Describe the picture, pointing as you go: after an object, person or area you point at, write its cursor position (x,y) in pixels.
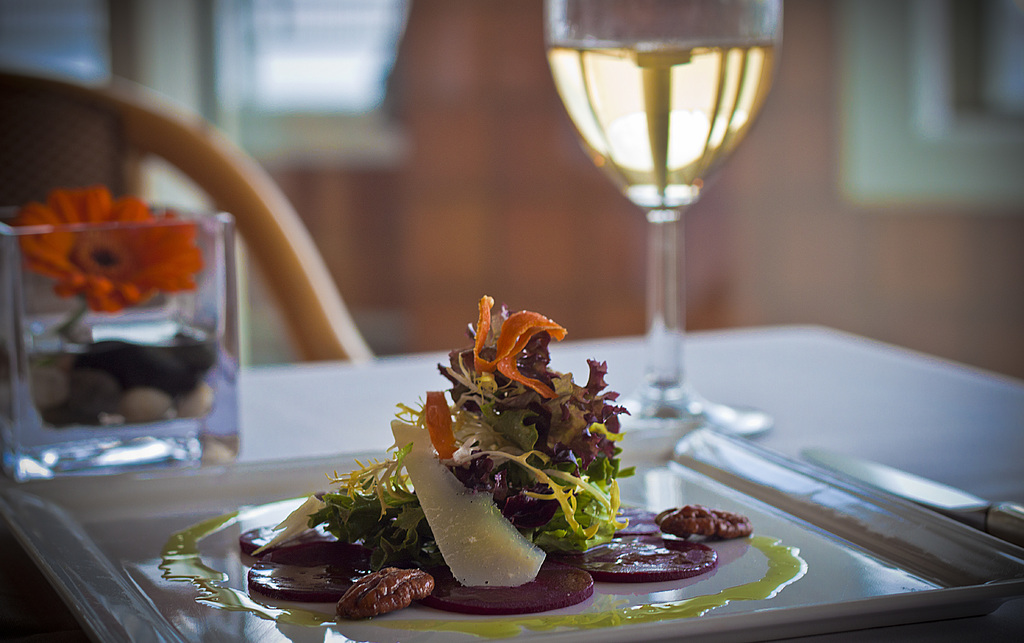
In the bottom of the image (143,556), there is a table (798,378) on which plate (707,467) and food item (607,431) is kept and a glass (672,179) is kept and glass jar (121,308) is kept. In the left (169,137), chair (279,237) is half visible. In the background (323,51) left top, window (338,74) is visible. In the middle (394,279), a wall (553,242) of brown in color and a photo frame (971,91) is there on it. This image is taken inside a house (390,328).
